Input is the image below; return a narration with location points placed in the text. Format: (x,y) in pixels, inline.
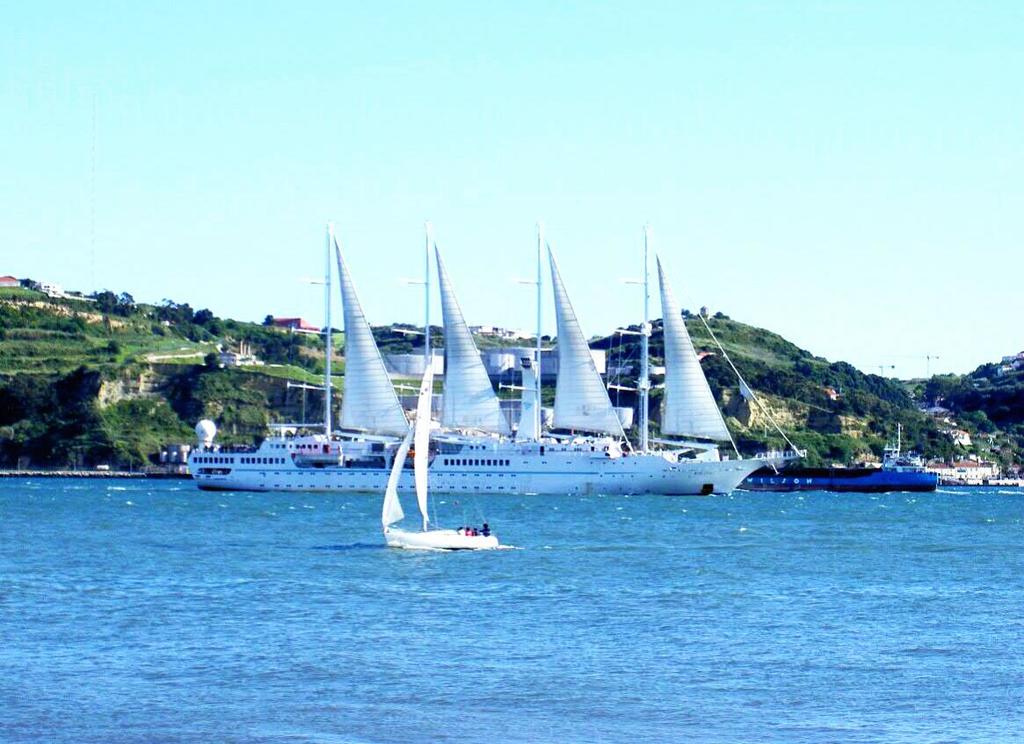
In this image I can see few boats (425,523) on the water (627,609) and I can see few persons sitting in the boat (449,536). Background (160,436) I can see few trees (184,311) in green color and the sky (471,115) is in blue and white color.
